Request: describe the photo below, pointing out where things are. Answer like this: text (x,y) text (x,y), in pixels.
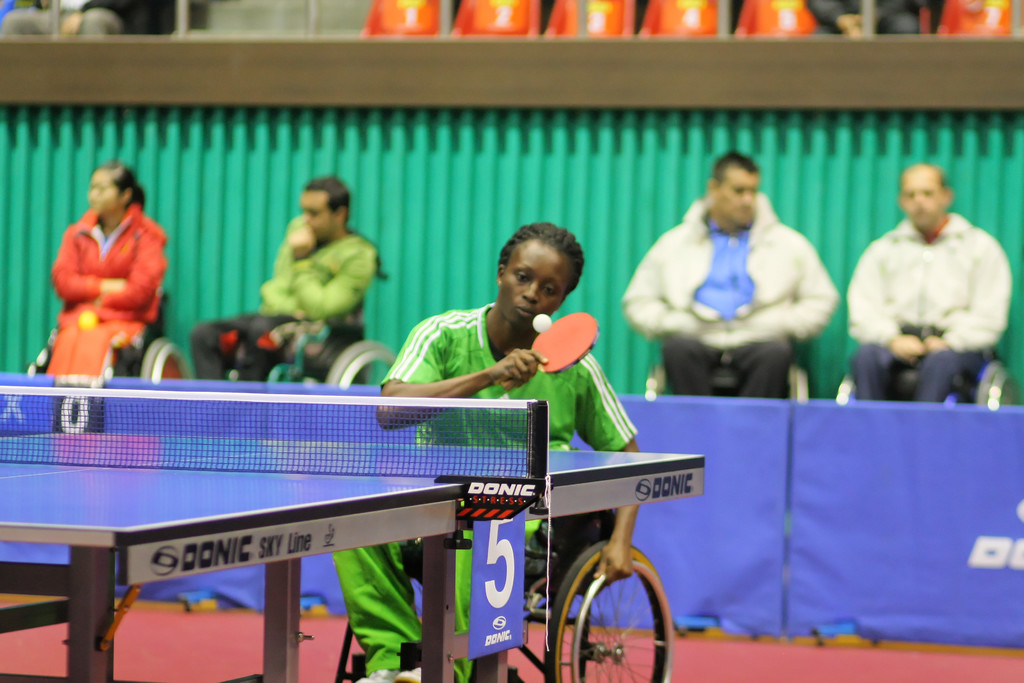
In this image we can see a women (529,378) playing a table tennis game by sitting on wheel chair (572,523), in background (658,380) we can see four people (680,230) sitting on wheelchairs (658,384) and also we can see hoarding (954,537) in front of them.
